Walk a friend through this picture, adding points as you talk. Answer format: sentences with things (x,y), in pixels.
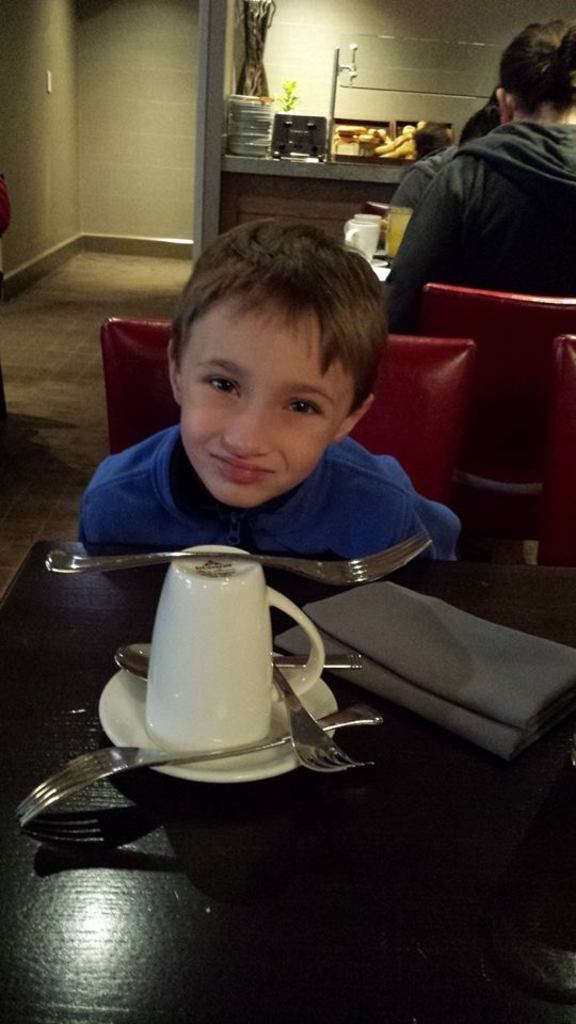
In this image I can see a child (275,475) sitting in front of the table (364,844). There is a cup (191,680), fork (318,735), cloth (419,691) on the table (377,791). Backside of him there are two persons (448,209) sitting on the chair (492,331). In the background (294,95) there are some objects (287,143) can be viewed.
